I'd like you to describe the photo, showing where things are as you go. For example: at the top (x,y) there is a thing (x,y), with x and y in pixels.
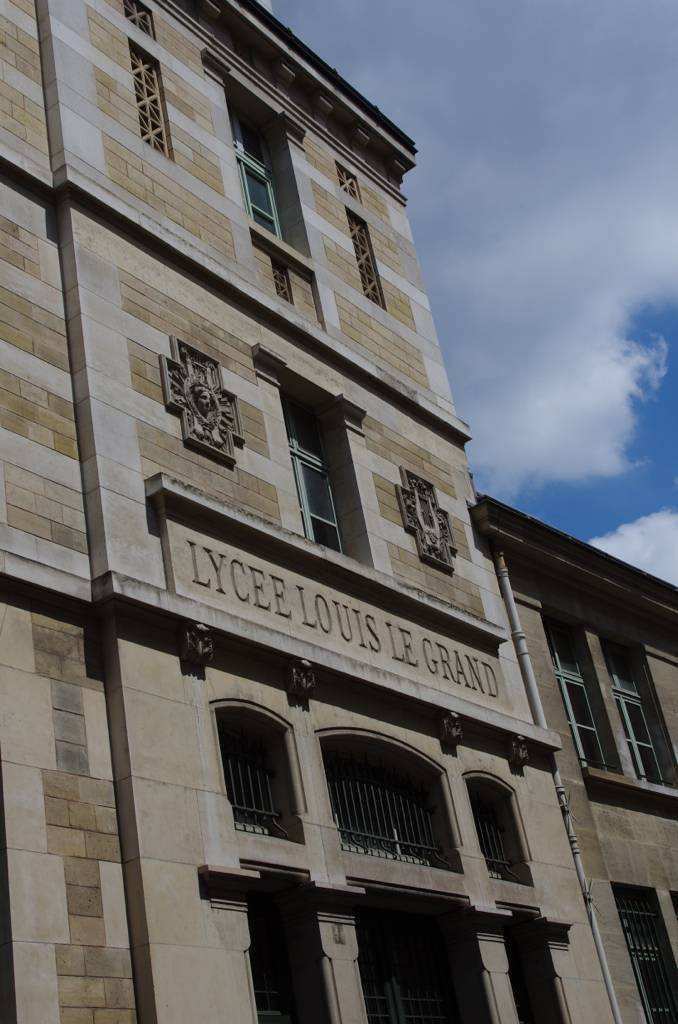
In this image there is a building (319,709). In the background (539,303) there is sky (573,281).
